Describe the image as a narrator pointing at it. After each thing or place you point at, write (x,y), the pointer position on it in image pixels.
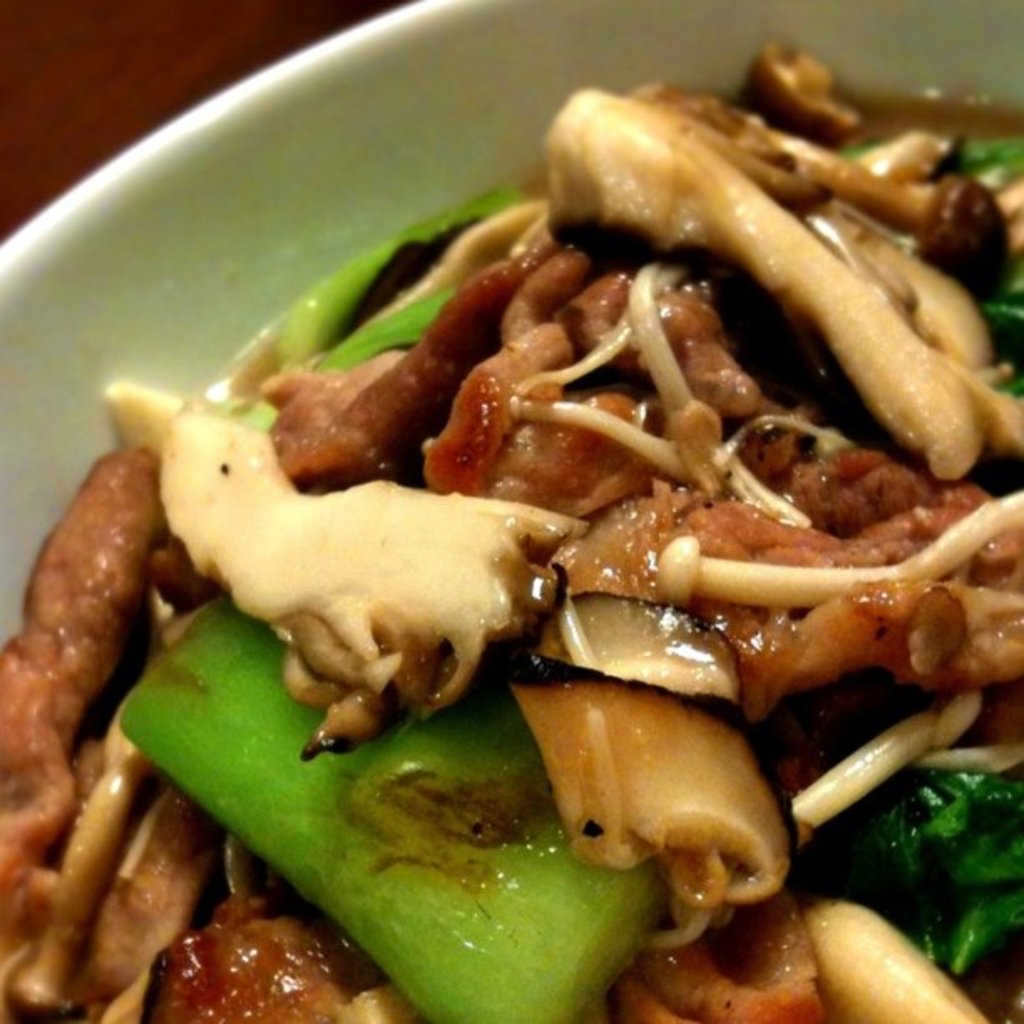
This is a zoomed in picture. In the center (630,576) there is a white color plate (339,118) containing some food item (662,603). In the background (152,38) there is a brown color object (150,44).
